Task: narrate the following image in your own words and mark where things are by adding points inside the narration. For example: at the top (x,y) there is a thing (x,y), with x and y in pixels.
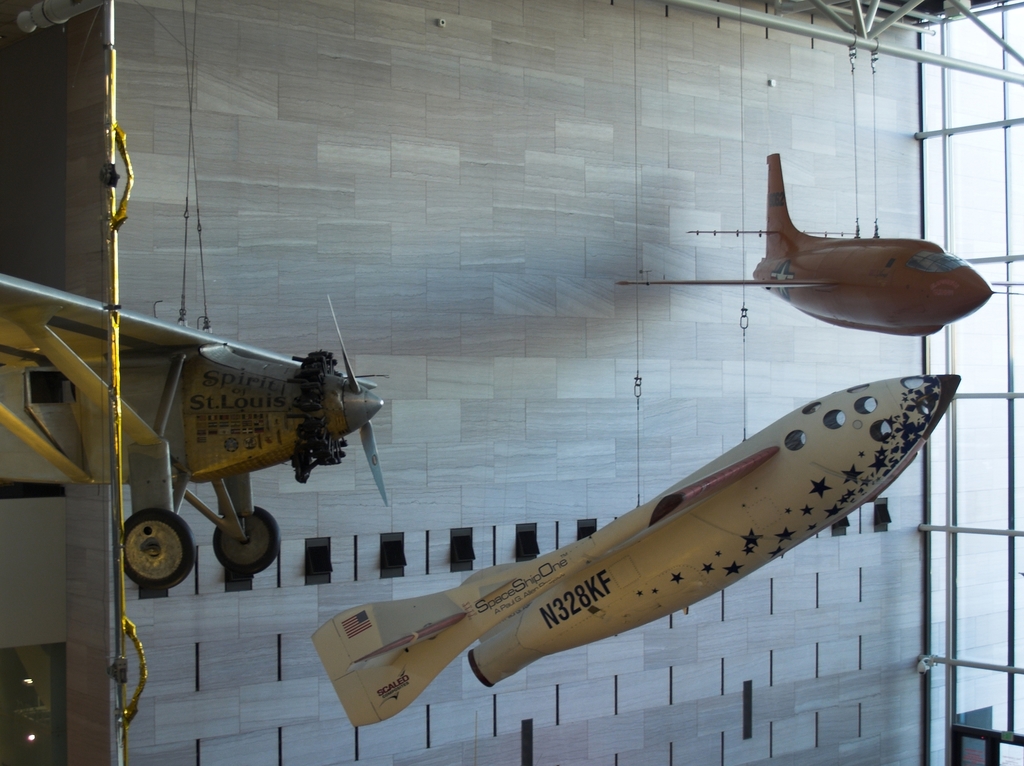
In the foreground (946,286) I can see three aircrafts (946,286), building wall (536,524) and metal rods (1009,319). This image is taken may be during a day.
